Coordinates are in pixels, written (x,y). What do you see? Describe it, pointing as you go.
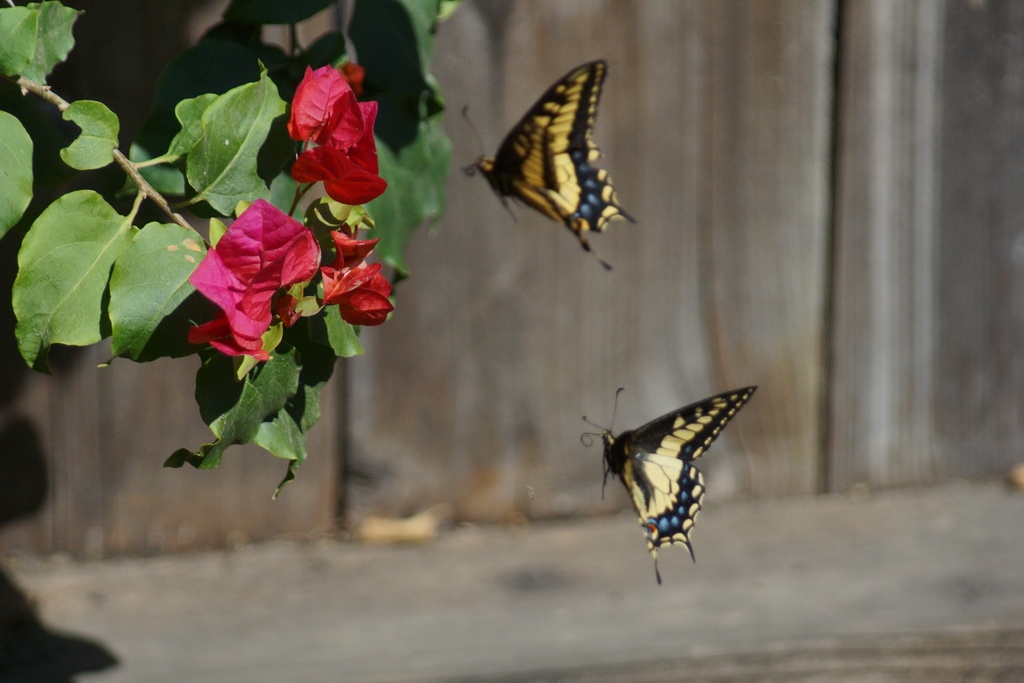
In the middle of the image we can see two butterflies (556,144). Behind the butterflies (557,123) we can see a wall (931,43). In the top left corner of the image (1,30) we can see a plant (378,218) and flowers (250,349).
